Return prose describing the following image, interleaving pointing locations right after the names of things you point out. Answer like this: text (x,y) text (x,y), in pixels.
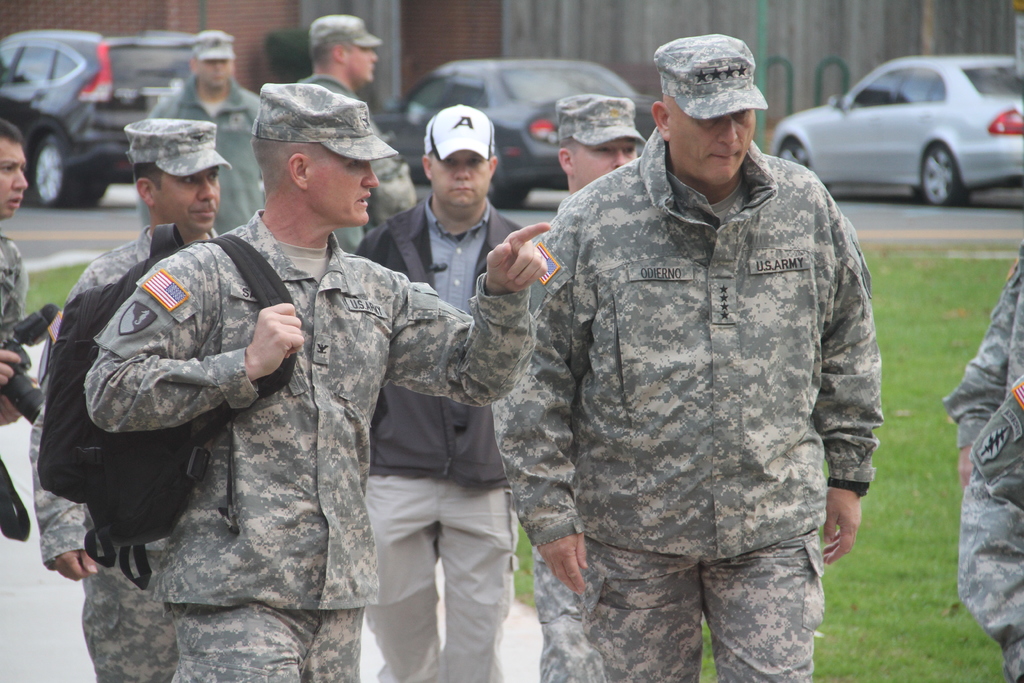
In this picture we can see some people (512,517) walking, at the bottom (922,578) there is grass (935,595), we can see cars (128,52), a plant (279,56) and a wall (232,19) in the background (225,11), a person (17,298) on the left side (18,320) is holding a camera (15,346), there are two persons (330,65) standing in the background (343,55), these persons (226,57) wore caps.
